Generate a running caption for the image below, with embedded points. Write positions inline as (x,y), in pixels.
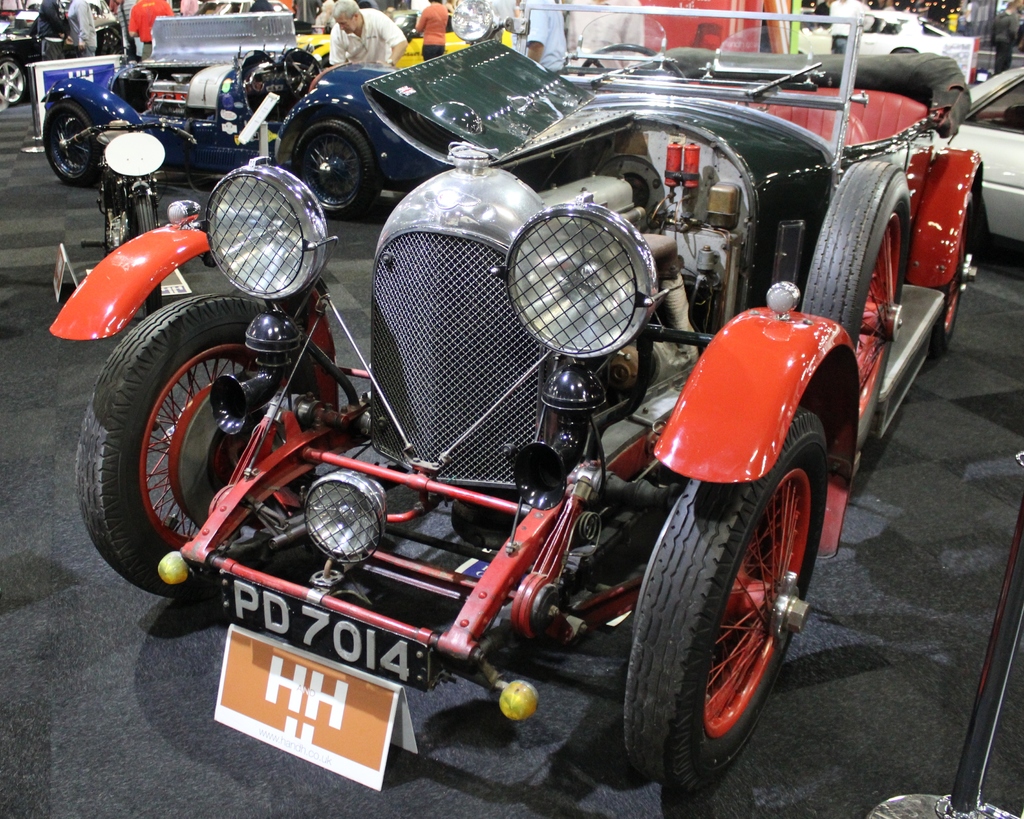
In this image I can see vehicles (670,261) and a group of people (83,24) on the floor (916,508). This image is taken may be in a showroom (628,367).
